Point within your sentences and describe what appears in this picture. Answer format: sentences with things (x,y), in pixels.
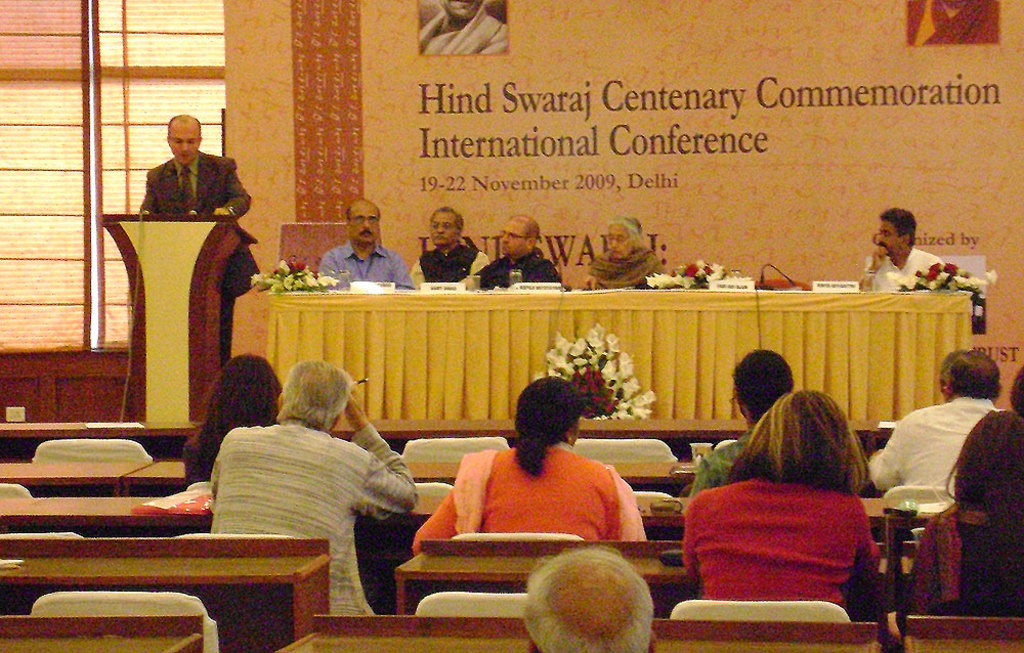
At the bottom of the image (552,611), there are group of people (991,401) sitting on the chair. In the left middle of the image (225,318), there is a person (183,178) standing in front of the standing table (168,217) in suit (214,185) and giving a speech. In the middle (627,229), there are five persons (465,288) sitting on the chair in front of the table (492,291) on which bouquet (697,283), name plates (542,287), water bottles (735,279) are kept. In the background (724,212), there is a board of Hind Swaraj (591,133). In the left (71,22), there is a window (158,30). This image is taken in a conference hall (487,157).
